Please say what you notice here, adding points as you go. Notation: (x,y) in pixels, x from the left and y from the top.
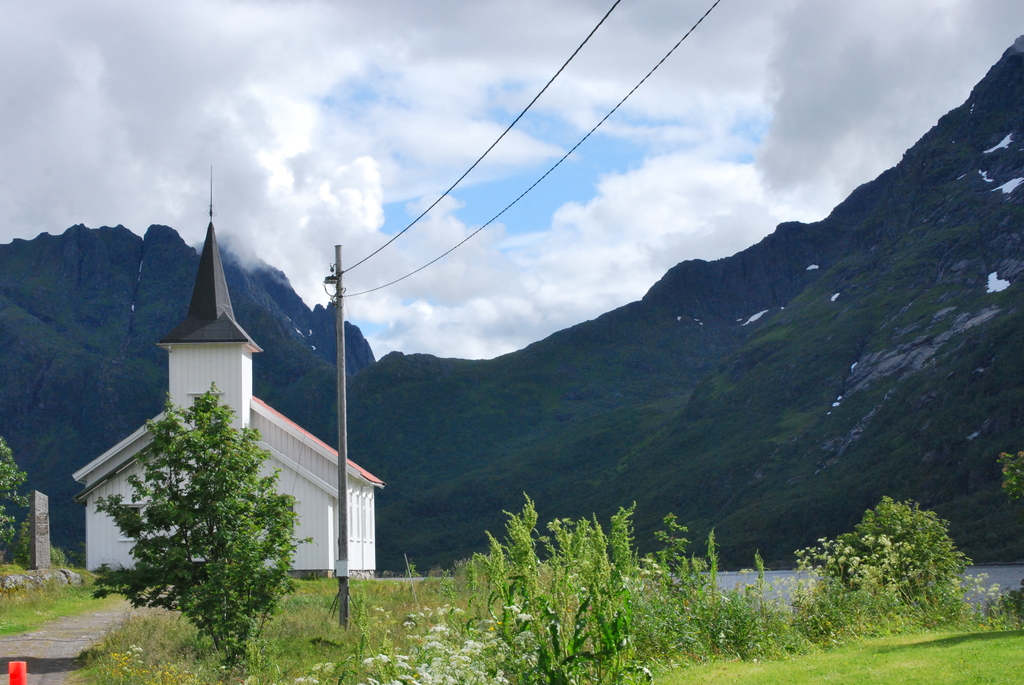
In this picture I can see the grass (148,654) and plants (225,638) in front (331,657). In the middle of this picture (346,449) I can see a building (323,551), a pole (346,449) on which there are 2 wires (683,37) and I can see the hills (263,272). In the background (308,205) I can see the sky (727,94), which is a bit cloudy. On the left bottom corner of this picture (24,670), I can see a red color thing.
